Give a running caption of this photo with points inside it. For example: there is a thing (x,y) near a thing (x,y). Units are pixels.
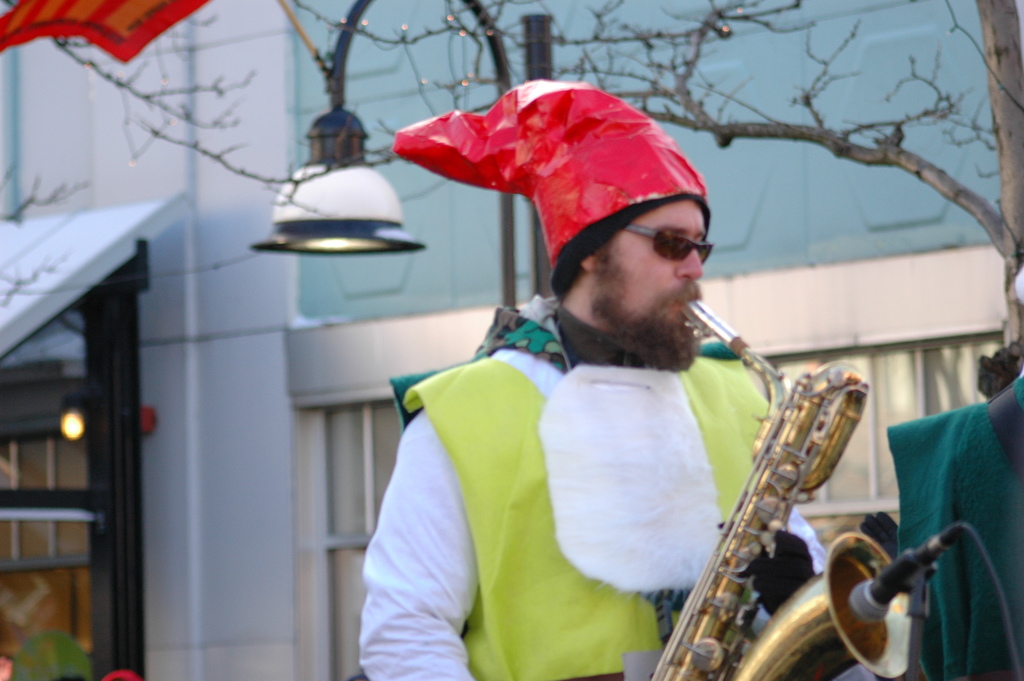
In this image we can see a person (593,350) wearing cap (604,237) and goggles (676,239). He is playing a musical instrument (787,508). There is a mic (899,576) with mic stand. Also there is a tree (920,117). In the back (348,173) there's a light pole (317,194). In the background (250,274) there is a building (235,282).
